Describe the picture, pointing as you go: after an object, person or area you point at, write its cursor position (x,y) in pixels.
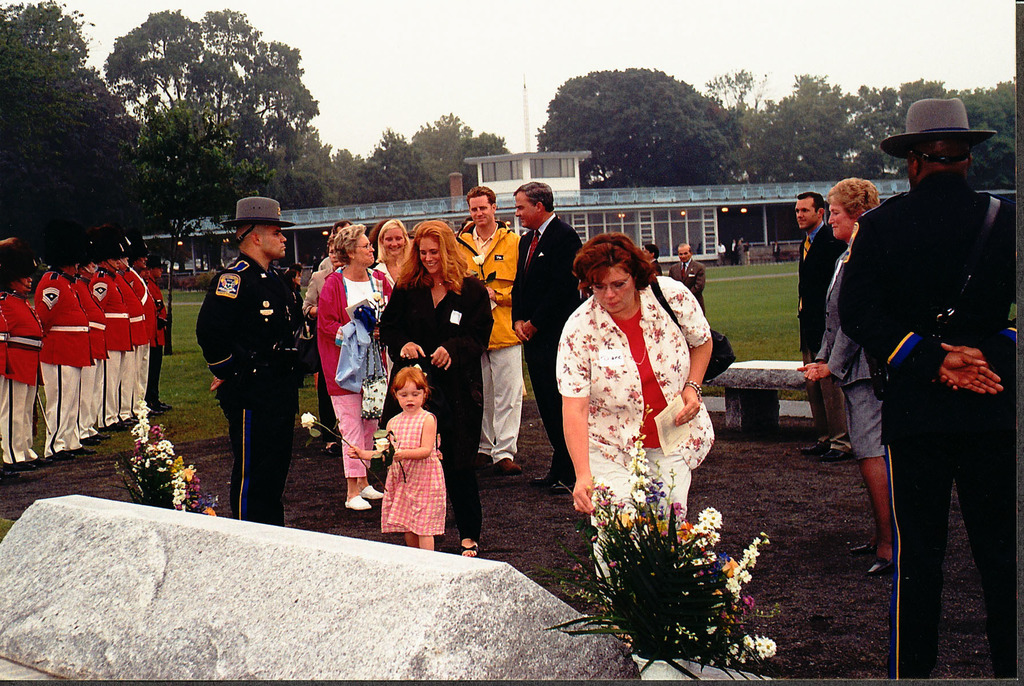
In this image I can see an open grass ground (720,320) and on it I can see number of people (455,313) are standing. I can also see most of people (970,213) are wearing uniforms (265,291) and hats (2,261). In the front of the image (236,535) I can see a stone (186,581) and number of flowers (147,502). In the background (719,258) I can see a bench (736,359), a building (670,199), number of trees (53,28) and the sky (561,69). I can also see number of lights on the building (453,215).
